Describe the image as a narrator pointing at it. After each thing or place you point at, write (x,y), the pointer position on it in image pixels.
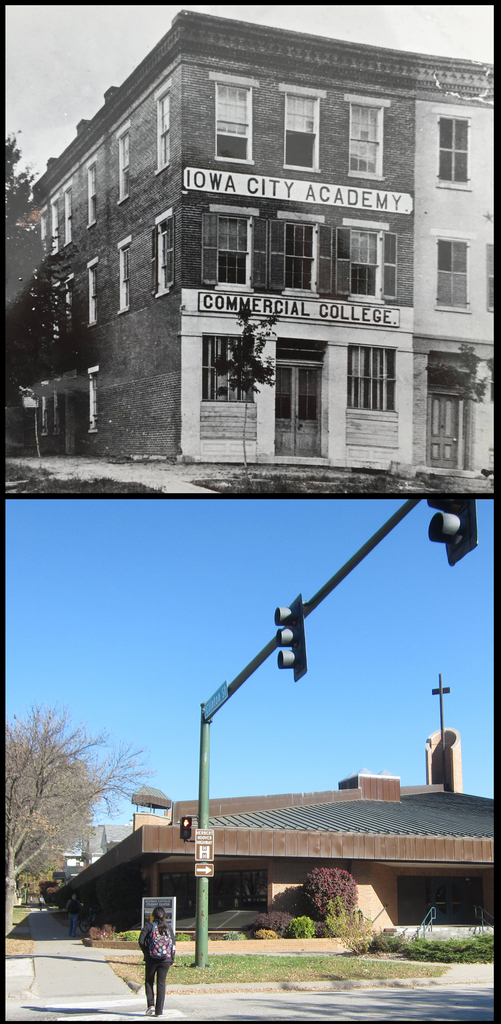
This is a collage picture. At the top of the picture (179,299) we can see a building (284,256), boards (287,316), windows (454,298), doors (293,379), and trees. At the bottom of the picture (106,934) we can see a house (343,812), grass (194,978), plants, pole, traffic signals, boards (172,910), trees (7,907), sky (37,664), and a person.
